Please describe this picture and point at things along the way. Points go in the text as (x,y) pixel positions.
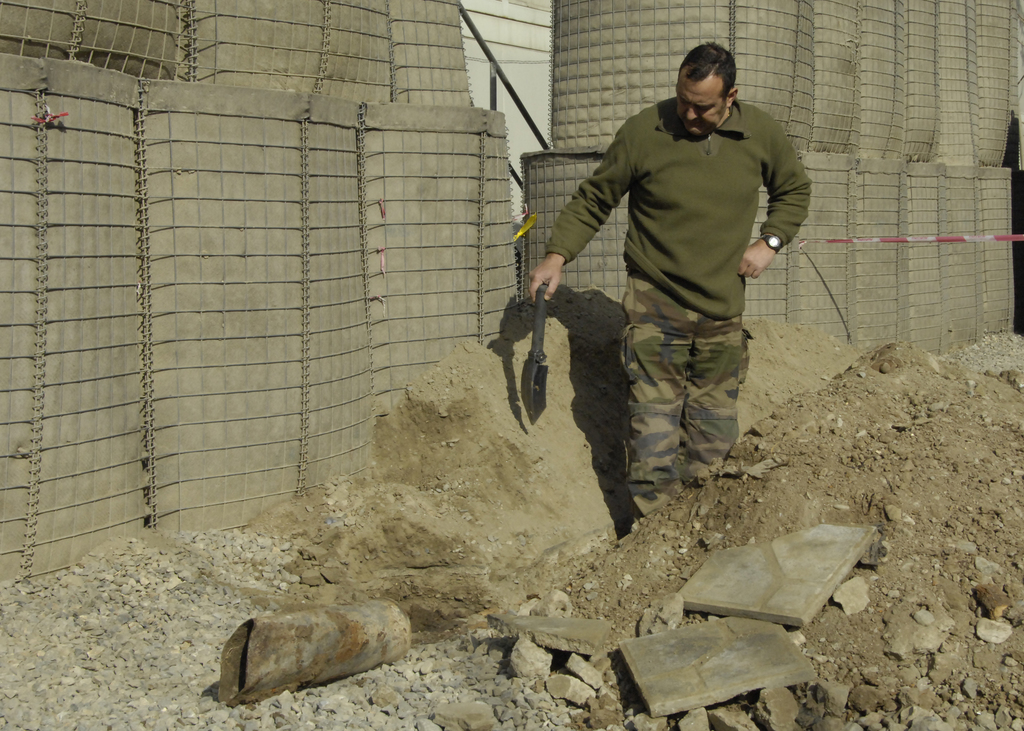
In this picture I can see a man (728,281) holding a instrument (531,359) in his hand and I can see stones (463,692) and looks like fence (41,30) in the back (271,396).
